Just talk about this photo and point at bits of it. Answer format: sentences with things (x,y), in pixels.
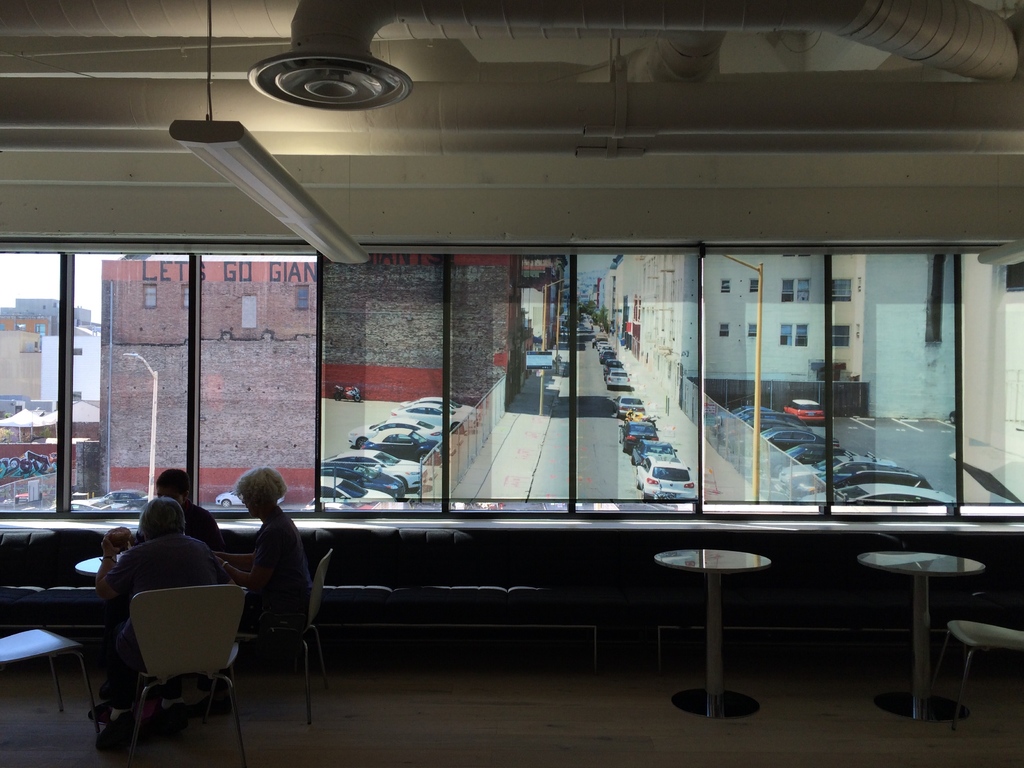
This image is an inside picture of a room (266,524). There are tables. There are people (267,577) sitting on chairs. In the background of the image (217,390) there is a glass window (442,380) through which we can see buildings (292,394), cars (628,433), road (610,446).
